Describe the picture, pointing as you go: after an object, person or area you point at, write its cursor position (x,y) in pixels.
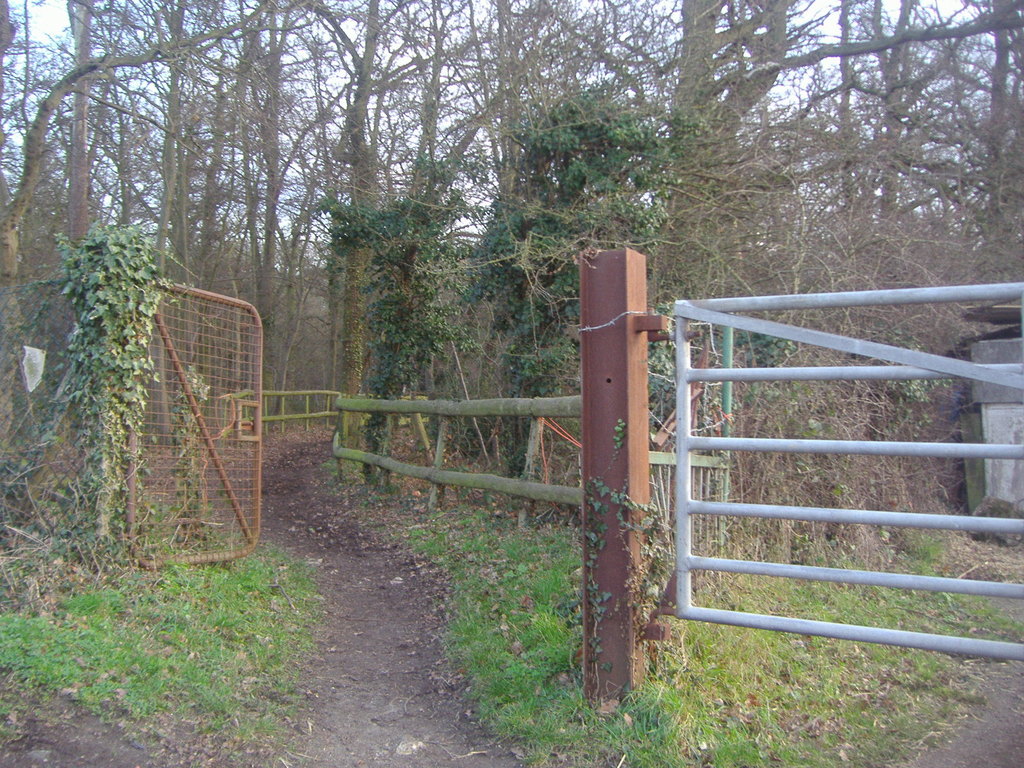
In this image I can see the railing (566,490), few trees (509,156) in green color, the gate (242,342) and the sky (356,27) is in white color.
